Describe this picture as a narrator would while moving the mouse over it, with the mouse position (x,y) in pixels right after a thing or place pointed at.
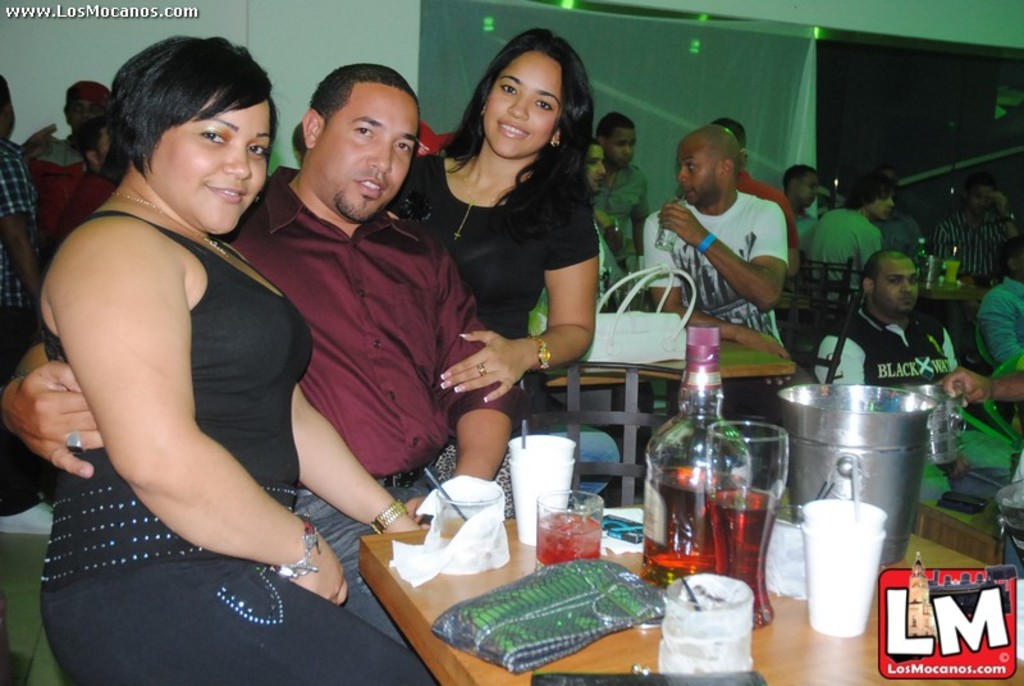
There are cups (534,523), glasses (721,585) and a bottle (677,474) is kept on a surface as we can see at the bottom of this image (505,566). We can see people (384,243) in the middle of this image (381,332) and there are chairs (635,372) on the right side of this image (788,313). There is a wall (305,68) and a curtain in the background (673,64). There is a logo (930,613) in the bottom right corner of this image (966,630) and in the top left corner of this image (150,14).
